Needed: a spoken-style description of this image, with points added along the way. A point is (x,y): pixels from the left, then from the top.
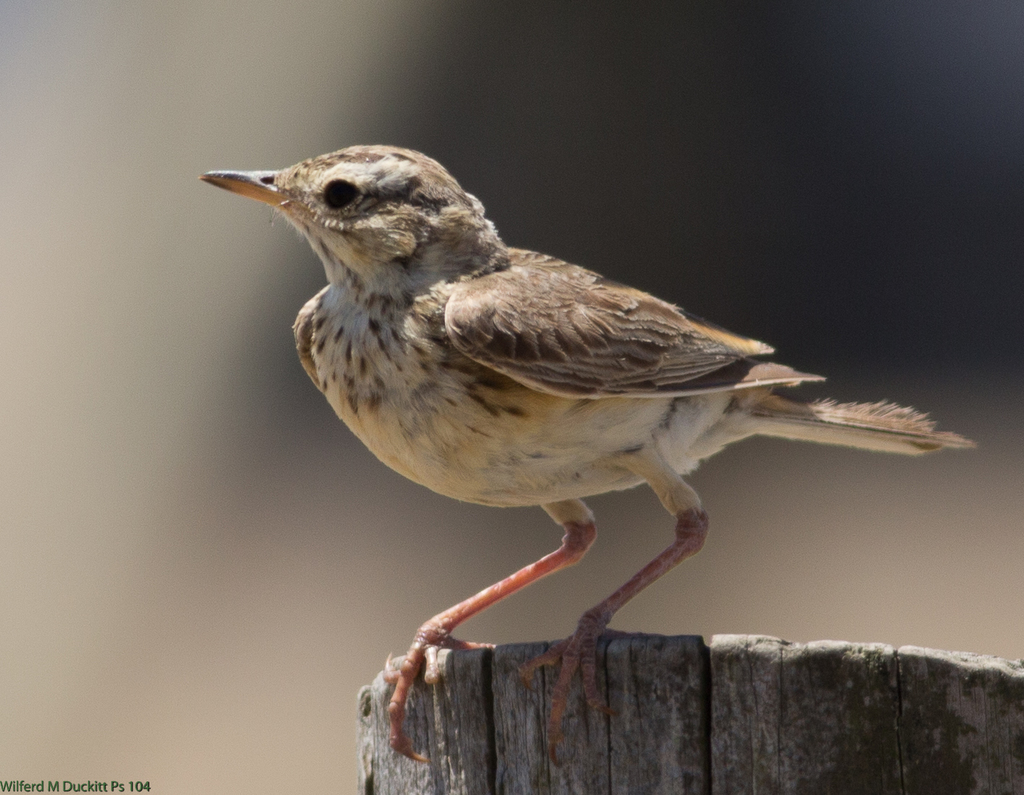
In this image, we can see a bird (515,441) on the wooden object (516,662). In the background (206,740), there is a blur view. In the bottom left corner of the image (116,785), there is a watermark (82,788).
